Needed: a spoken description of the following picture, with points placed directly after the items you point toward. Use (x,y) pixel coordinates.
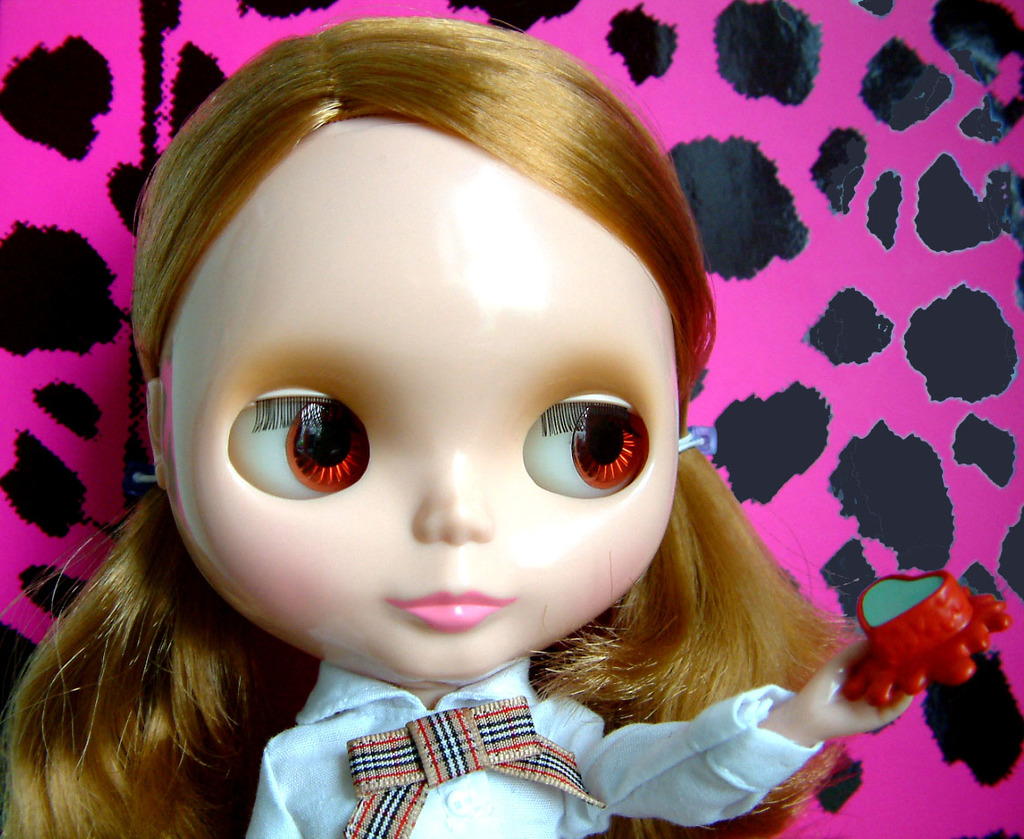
In the picture I can see the toy (358,510) of a girl (411,488), behind we can see colorful thing (827,348).
